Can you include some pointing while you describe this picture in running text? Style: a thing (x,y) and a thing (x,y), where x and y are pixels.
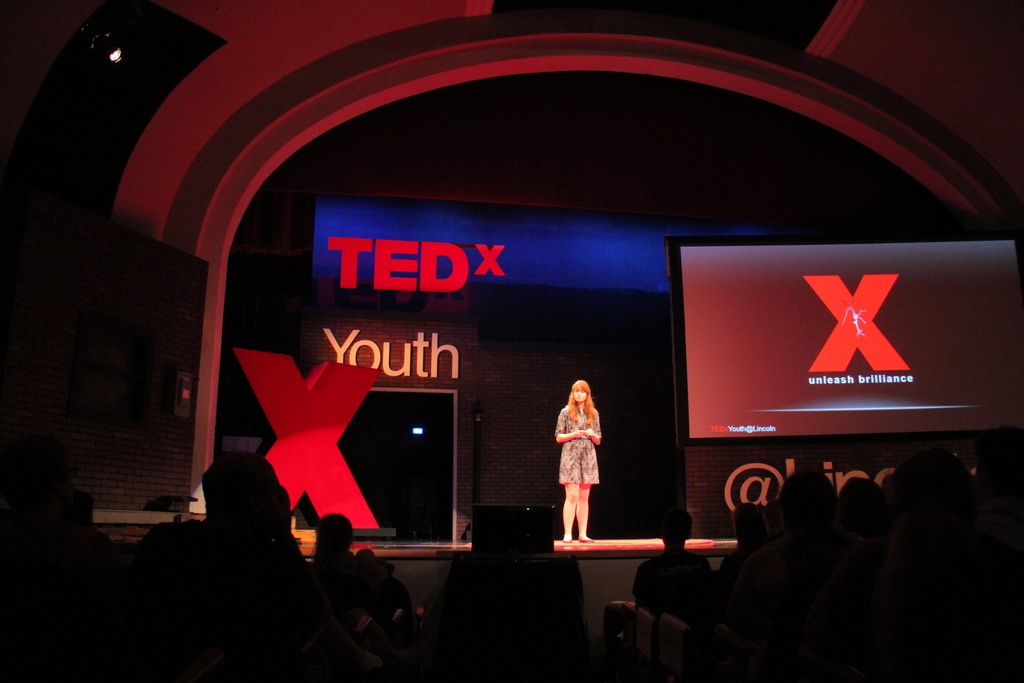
In this image we can see a woman (580,502) standing on the floor (602,552). In the background (729,163) we can see a screen (886,251), hoarding (553,217), and wall (898,160). At the bottom of the image (700,609) we can see few people (806,630).
